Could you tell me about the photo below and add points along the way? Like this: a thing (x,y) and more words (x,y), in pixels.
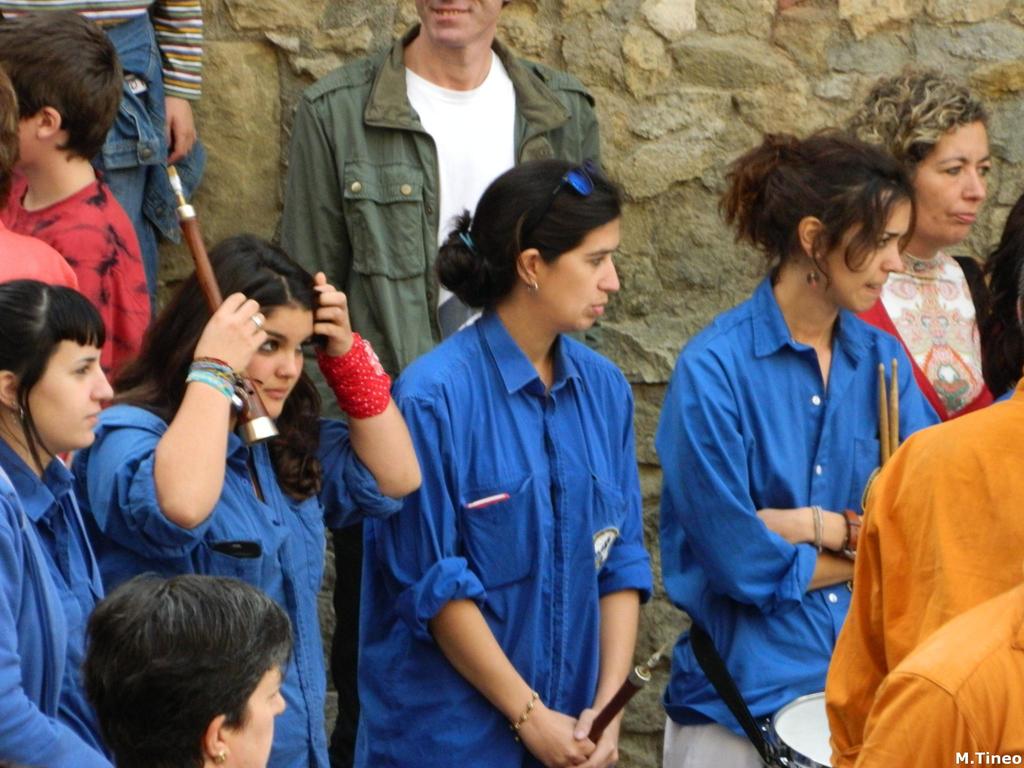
In this picture we can see so many people (322,353) are standing near the wall (646,68), and they are carrying musical instruments (623,698).
